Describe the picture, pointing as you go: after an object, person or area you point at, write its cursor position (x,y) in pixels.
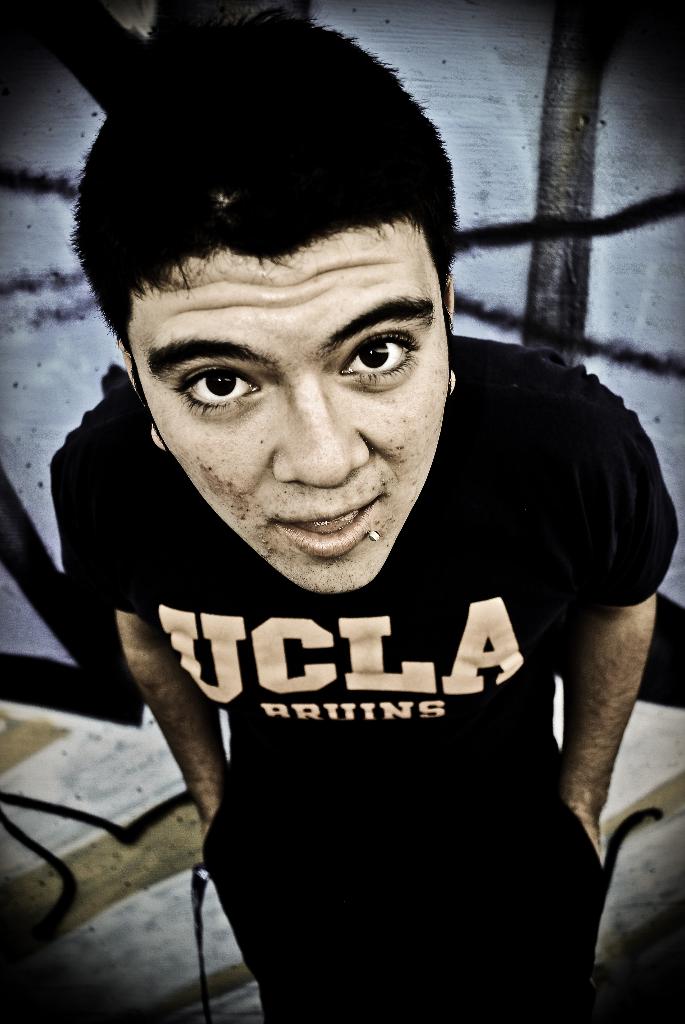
As we can see in the image there is a man (298,473) wearing black color t shirt (417,684).
